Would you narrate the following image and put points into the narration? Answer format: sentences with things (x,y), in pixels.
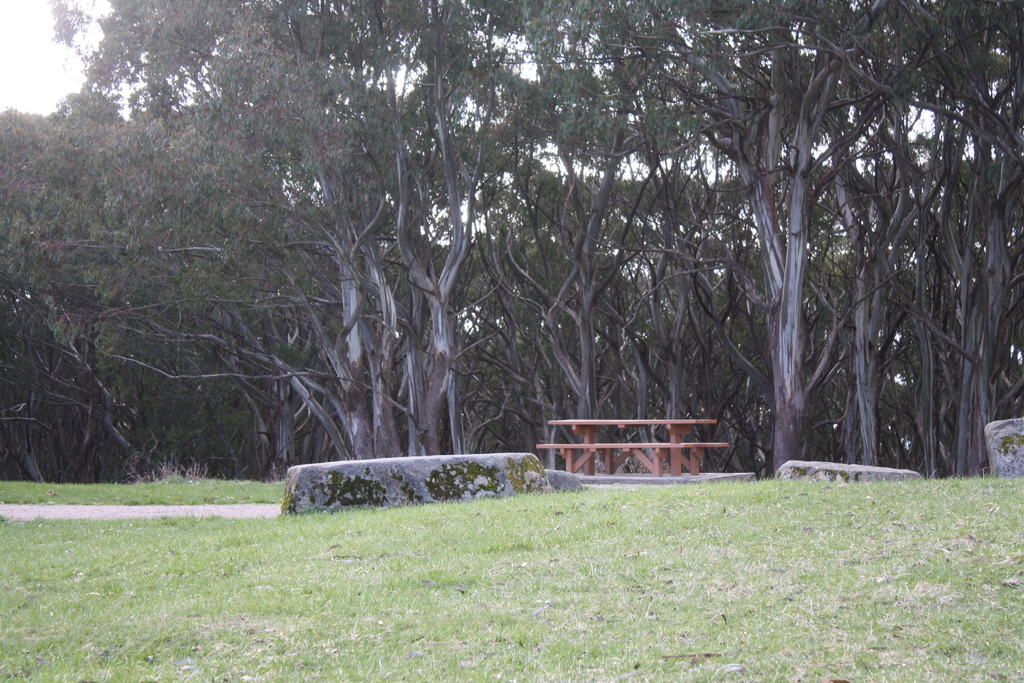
In this picture we can see a bench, some stones (532,485), grass (634,544) on the ground (644,540) and in the background (759,389) we can see trees (809,204), sky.
